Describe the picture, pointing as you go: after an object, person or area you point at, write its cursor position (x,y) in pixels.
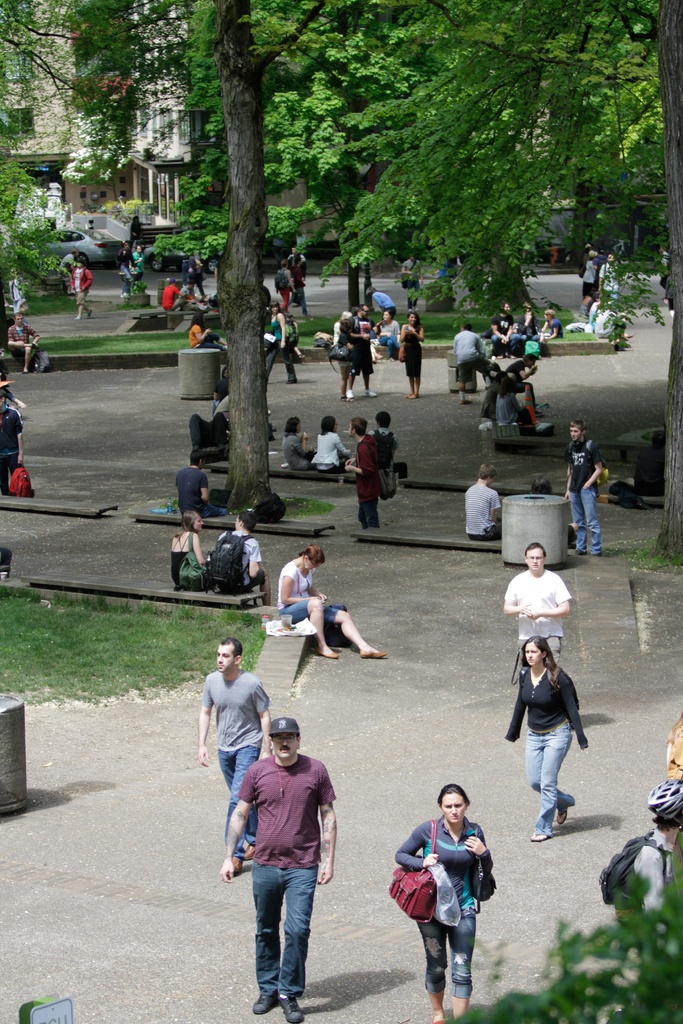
In this picture there are group of people (258,999), few people (243,837) are walking and few people (556,594) are standing and few people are sitting. At the back (271,106) there is a building (49,100) and there are trees (544,96) and there is a vehicle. At the bottom (484,908) there is a road (409,671) and there is grass (46,627).
